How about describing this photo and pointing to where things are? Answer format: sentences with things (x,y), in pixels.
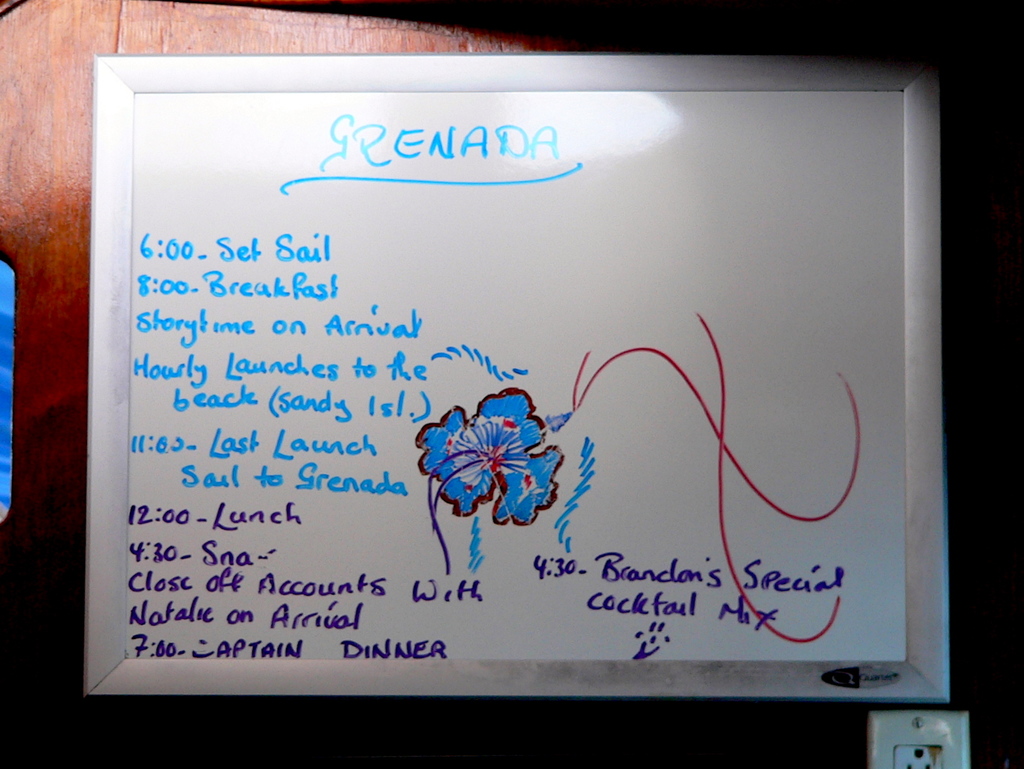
In this image there is a white board (263,333) on the wall (75,73) which has some text (707,560) and flower drawing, under that there is a socket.
